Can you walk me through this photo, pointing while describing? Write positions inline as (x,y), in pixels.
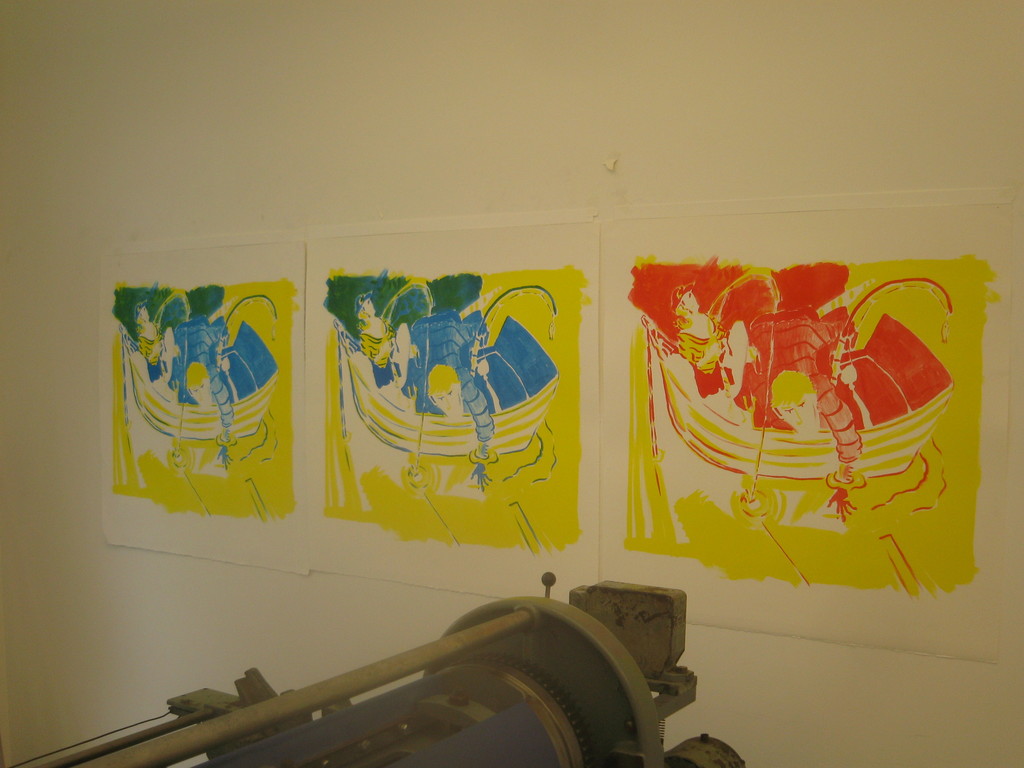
In this image there are a few paintings (718,417) on the paper (457,443) which is attached to the wall (836,679) and there is a machine (535,731).
